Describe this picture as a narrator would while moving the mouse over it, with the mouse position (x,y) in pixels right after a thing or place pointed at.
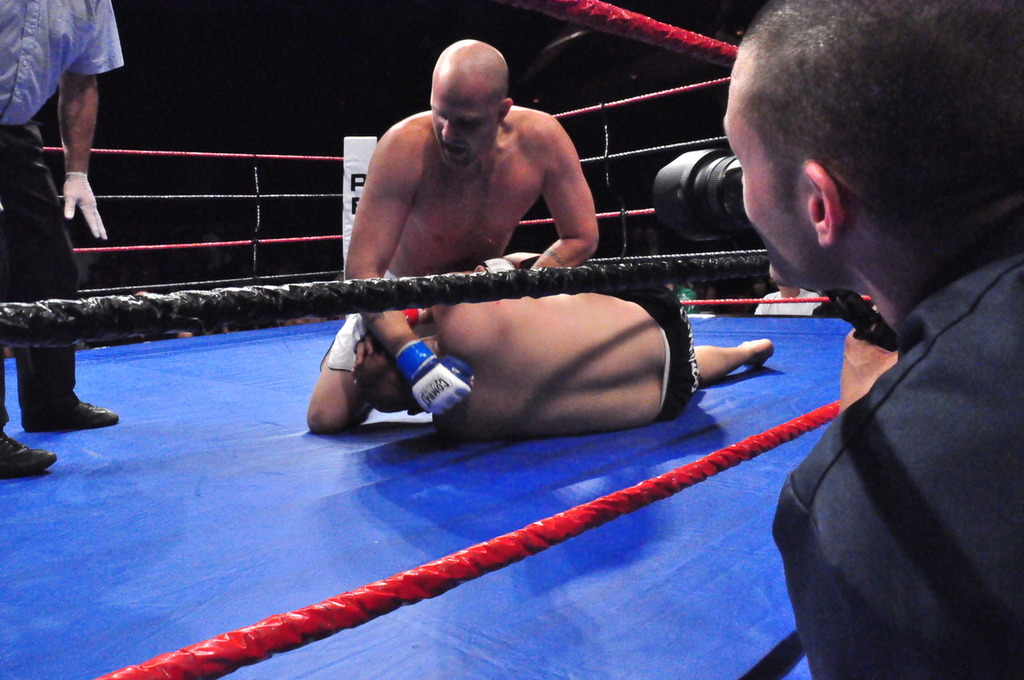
In this image we can see two persons (480,377) are fighting in boxing court (382,545). Left side of the image (72,86) one man (32,123) is standing, he is wearing blue color shirt (41,43) with pant (47,229). Right side of the image (892,373) one person (897,404) is present and he is holding camera (715,184).
